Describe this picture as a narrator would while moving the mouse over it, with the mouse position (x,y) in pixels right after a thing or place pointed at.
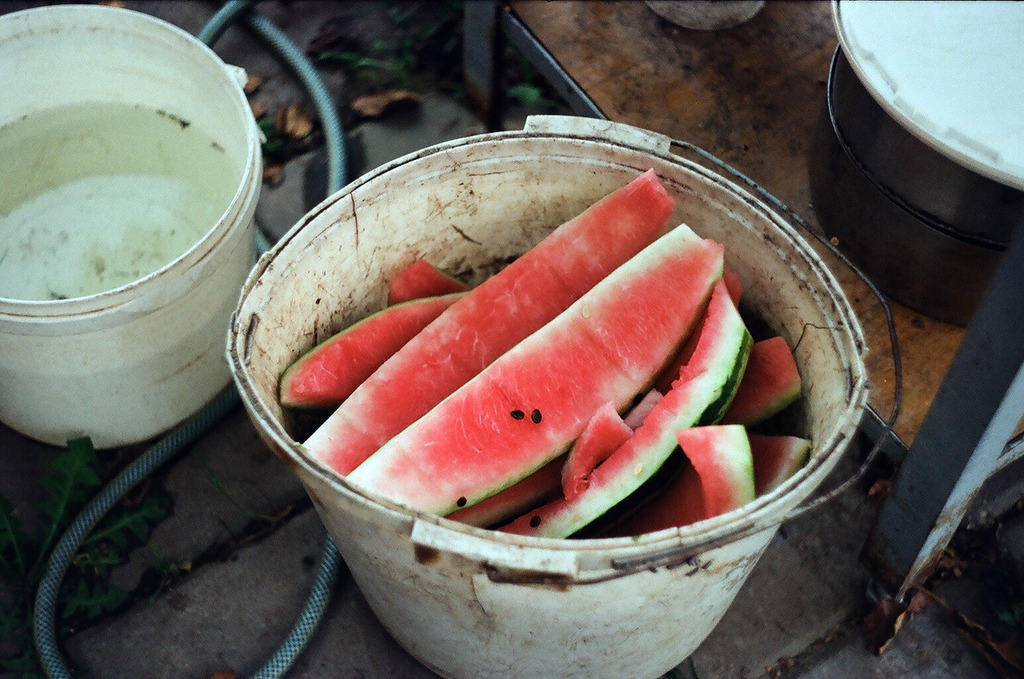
In this image, we can see two white color buckets (441,181), there is water (135,187) in one bucket (150,378) and there are some watermelons (636,220) in another bucket (832,409), we can see a water pipe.
